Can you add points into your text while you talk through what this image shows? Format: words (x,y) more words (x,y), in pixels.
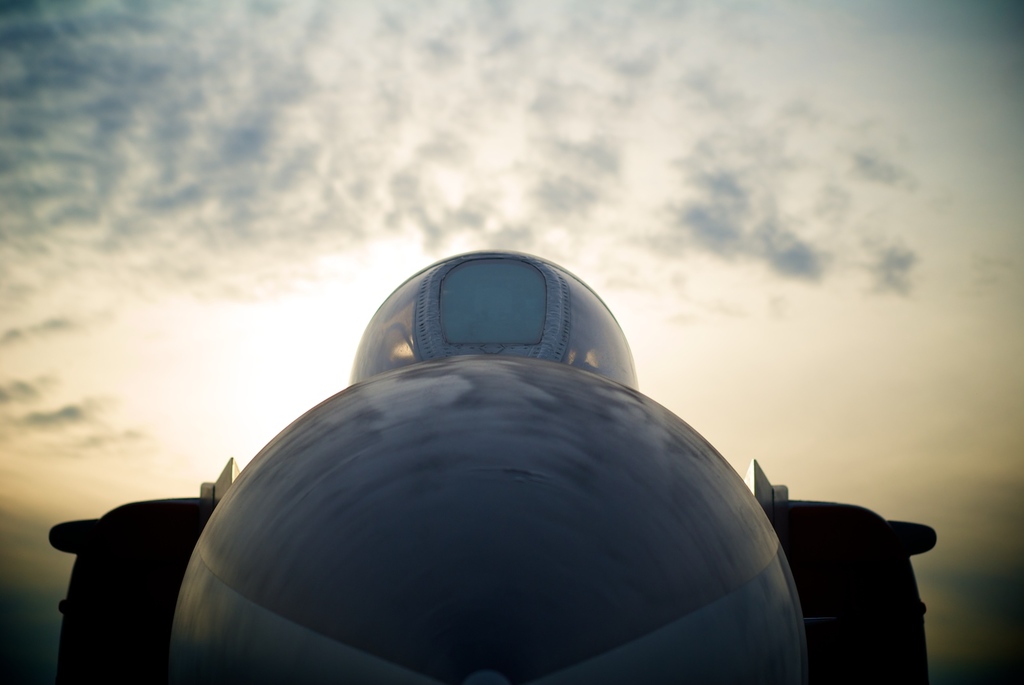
In the foreground of this picture (505,466) we can see an object (462,538) seems to be the vehicle (593,546). In the background (901,243) we can see the sky (853,358) which is full of clouds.
